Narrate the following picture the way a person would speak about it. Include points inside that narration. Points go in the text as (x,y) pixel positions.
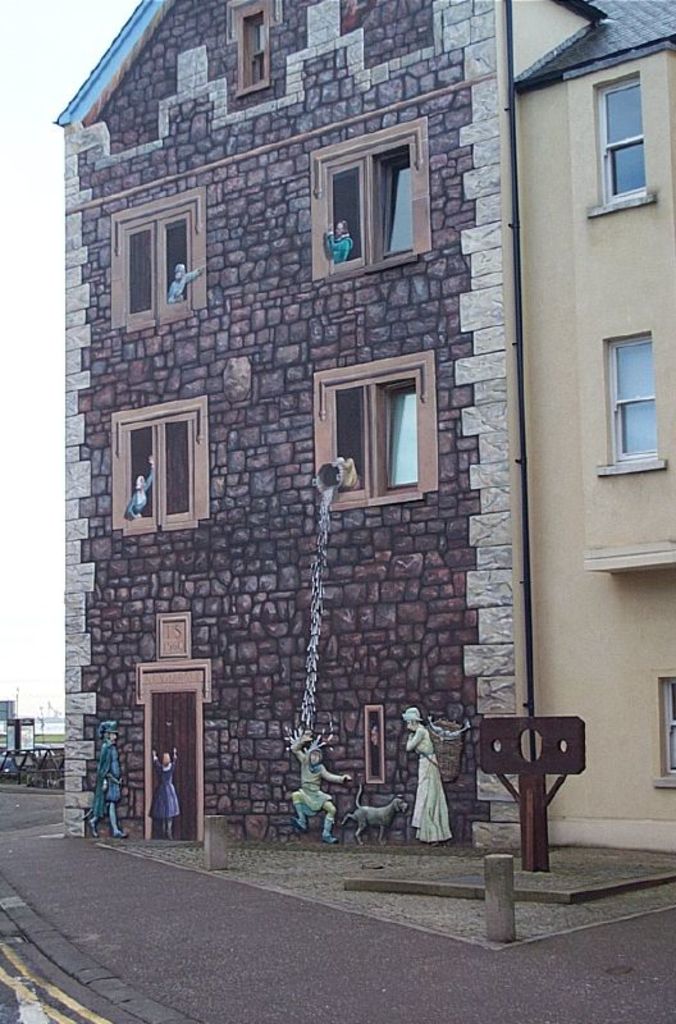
At the bottom of the picture (299,939), we see the road (299,939). In the middle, we see a board (563,772) in brown color and we even see the cement blocks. On the right side (538,356), we see a building (504,327). Beside that, we see a building (243,623) which is made up of cobblestones (360,541). We see the windows (400,413) and the statues (421,775). On the left side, we see the poles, boards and the buildings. In the left top (46,132), we see the sky (53,126).
